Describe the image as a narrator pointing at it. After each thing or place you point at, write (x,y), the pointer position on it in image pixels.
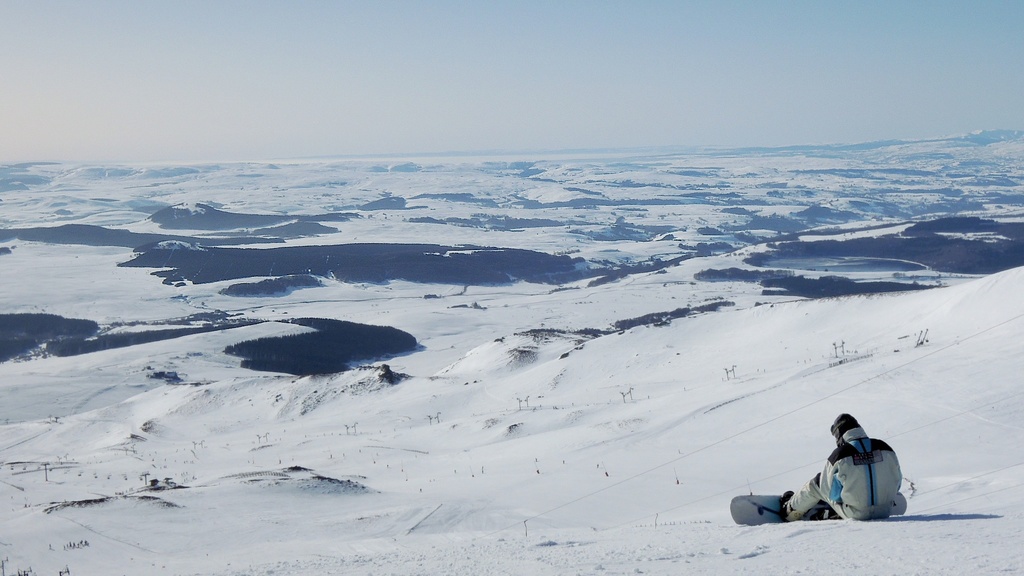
There is a person (838,504) sitting on the snow (850,537) and wore snowboard (778,499). In the background (776,446) we can see snow (116,280) and sky (663,69).
